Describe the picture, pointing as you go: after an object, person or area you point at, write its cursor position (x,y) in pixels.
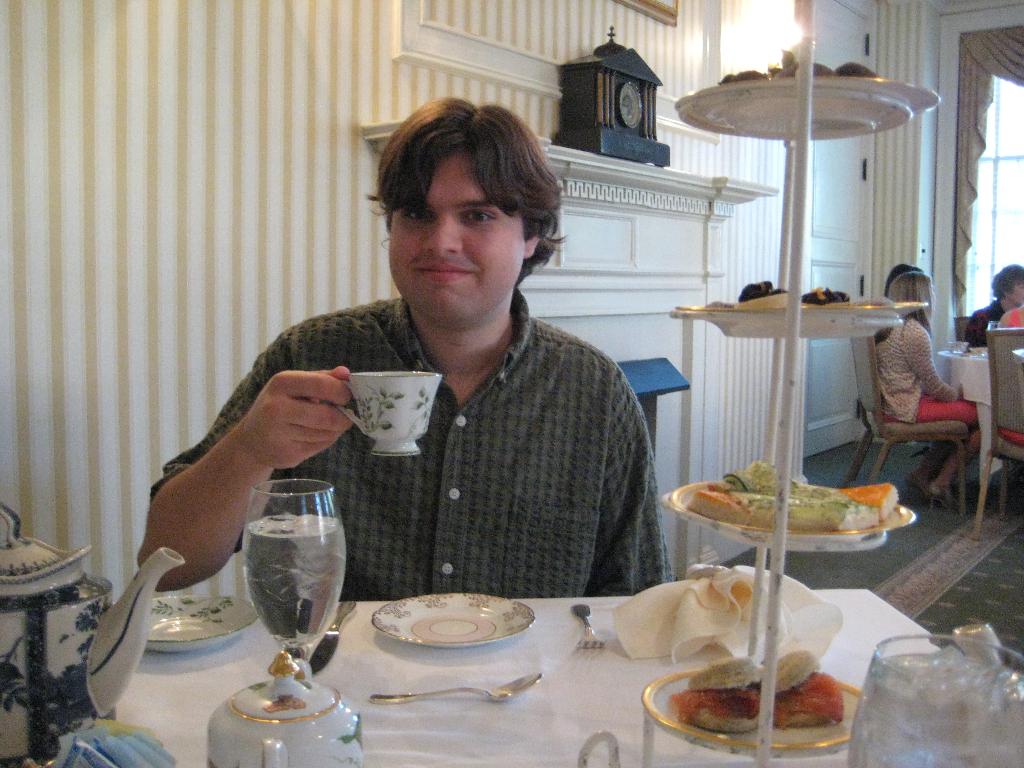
In this image there is a man (544,369) sitting and holding a cup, and in table (191,688) there is teapot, plate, spoon (519,681), fork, napkin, food (892,497) and in back ground (661,410) there is clock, fireplace (716,369), door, window (987,27).
